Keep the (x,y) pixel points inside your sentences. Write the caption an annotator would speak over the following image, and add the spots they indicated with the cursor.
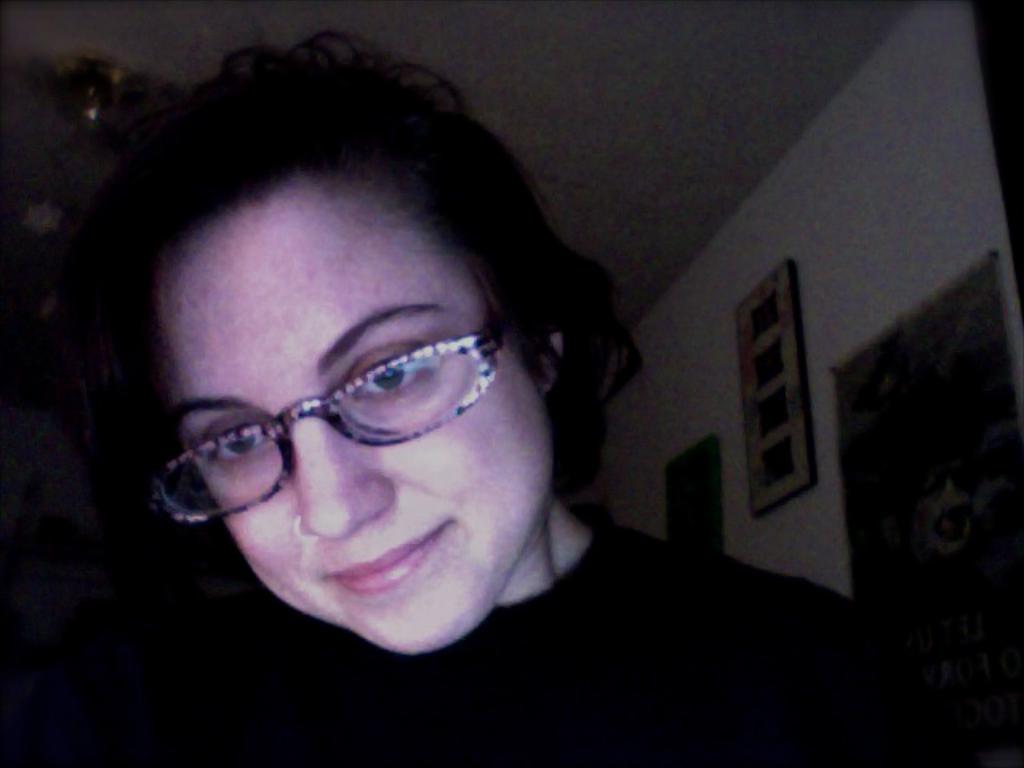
In this picture there is a lady (306,357) in the center of the image (528,498) and there are portraits (902,382) on the wall (657,403) in the background area of the image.
